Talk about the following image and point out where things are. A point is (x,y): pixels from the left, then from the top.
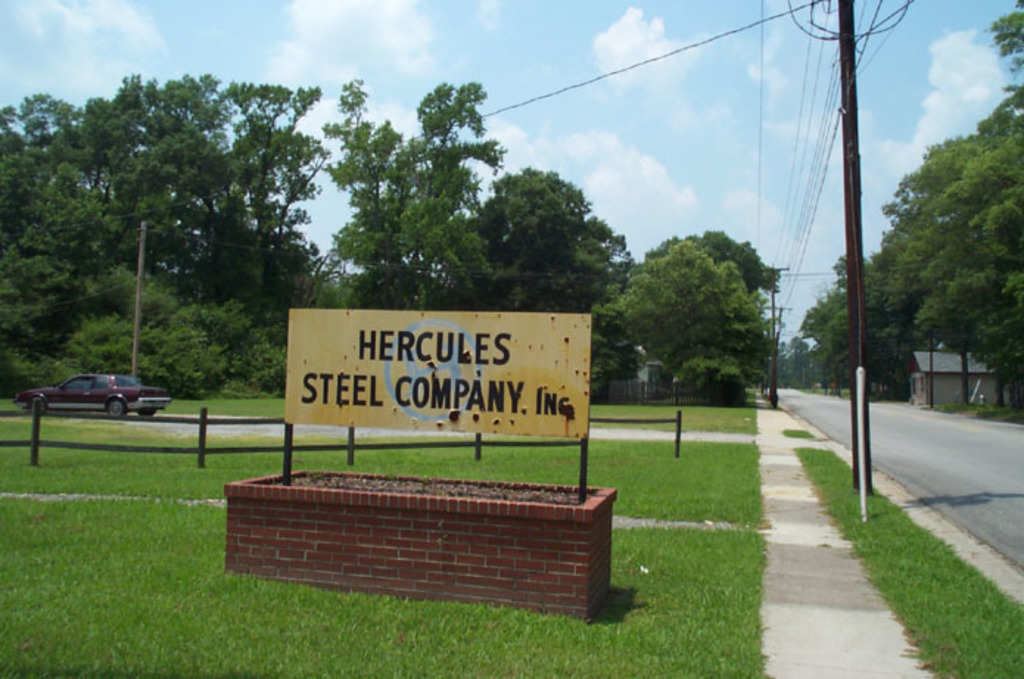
In this image I can see a road (843,427) on the right side (890,441) and both side of it I can see number of trees (843,359), grass (841,483), few poles (774,310) and few wires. In the front (315,316) I can see a yellow colour board (551,420) and on it I can see something is written. I can also see a car (140,385) on the left side of this image (149,404) and in the background (625,205) I can see clouds (637,80) and the sky (620,127).
